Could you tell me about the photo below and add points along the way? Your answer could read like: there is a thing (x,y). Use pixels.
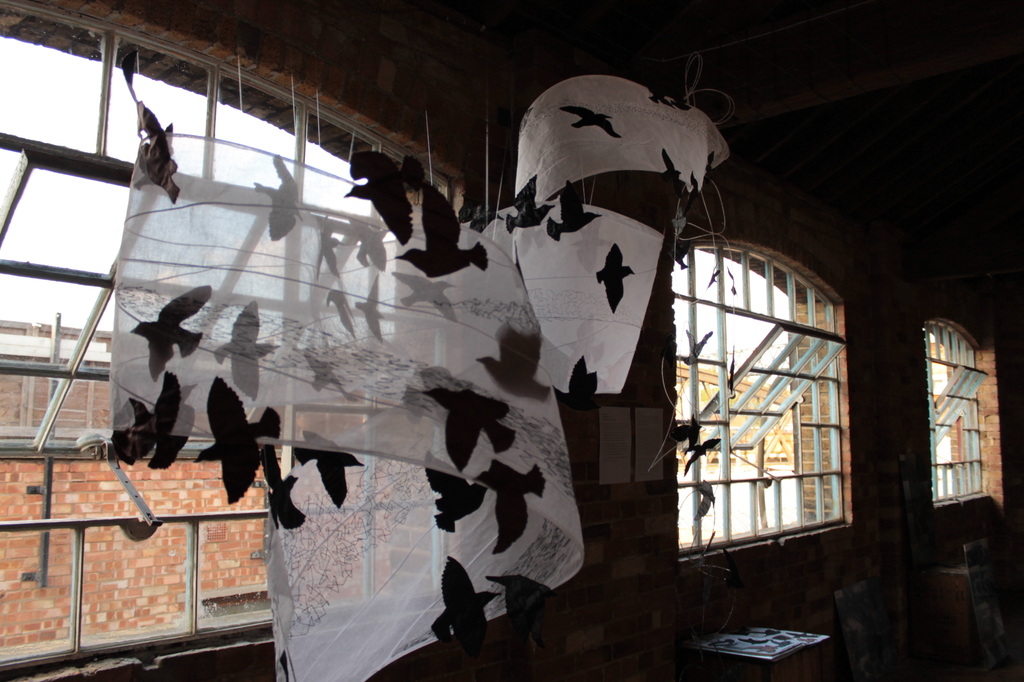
Few birds (427,290) are flying, there are cloths (443,311), glass windows (123,637) in this room (271,515). Outside this there are buildings (109,533).
